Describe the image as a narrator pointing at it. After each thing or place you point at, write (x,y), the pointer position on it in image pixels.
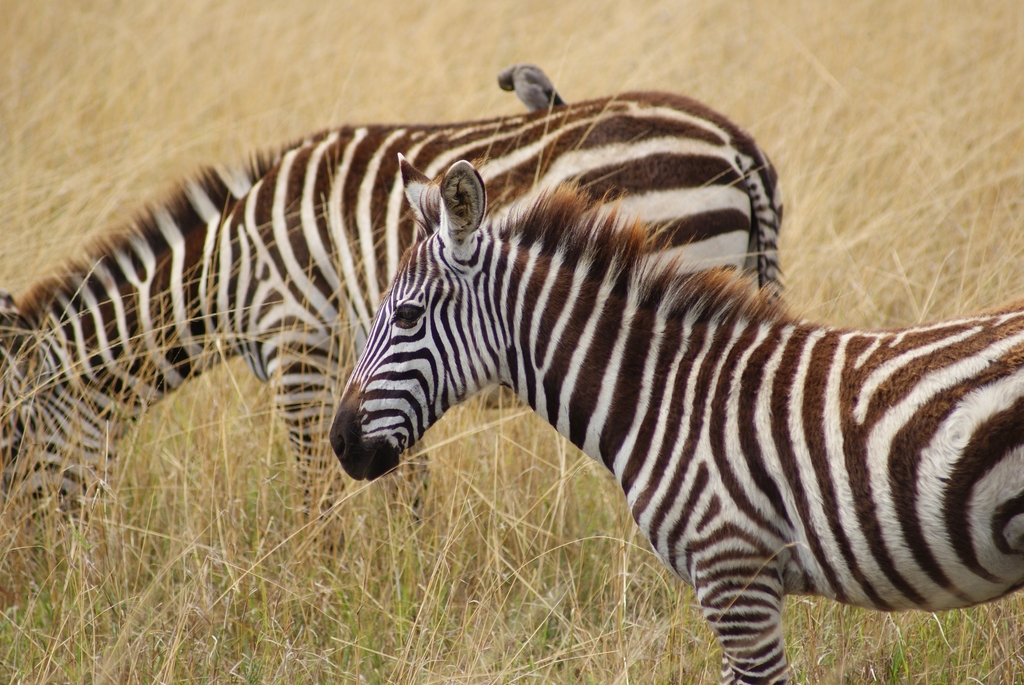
In this image I can see two zebras (480,278) on the grass (518,438). This image is taken may be in a farm (226,50) during a day.
